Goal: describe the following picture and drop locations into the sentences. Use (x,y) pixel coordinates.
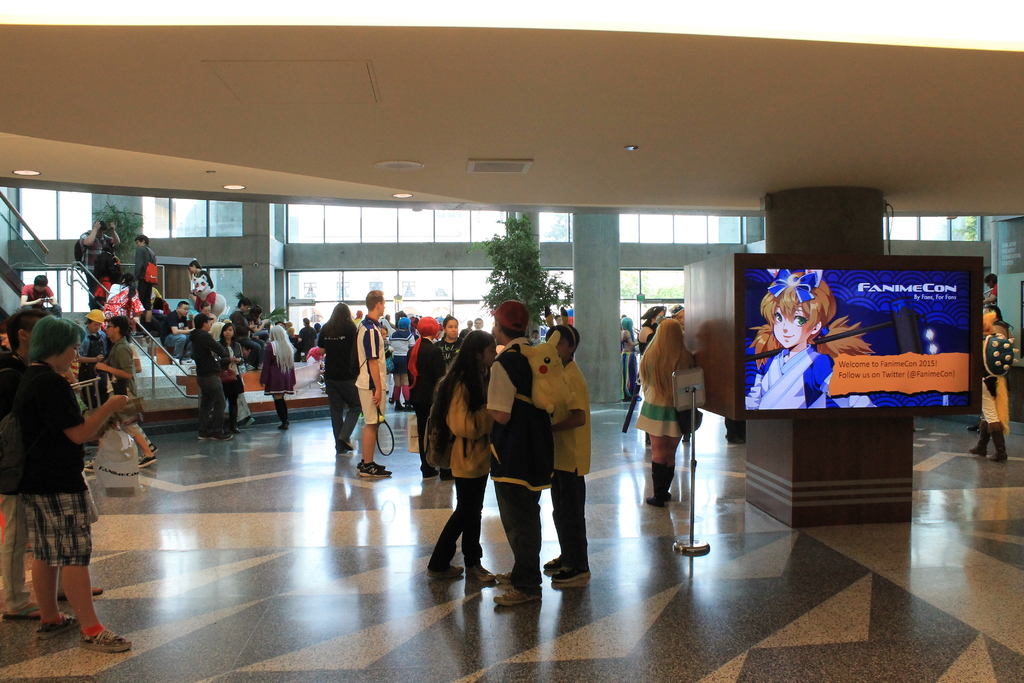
In this image I can see number of persons (437,386) standing on the floor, a television screen (753,393), a pillar (844,240), few trees (557,291), few stairs (145,339), the ceiling (442,146) and the glass windows (313,209) through which I can see few trees (633,285) and the sky (667,234).
